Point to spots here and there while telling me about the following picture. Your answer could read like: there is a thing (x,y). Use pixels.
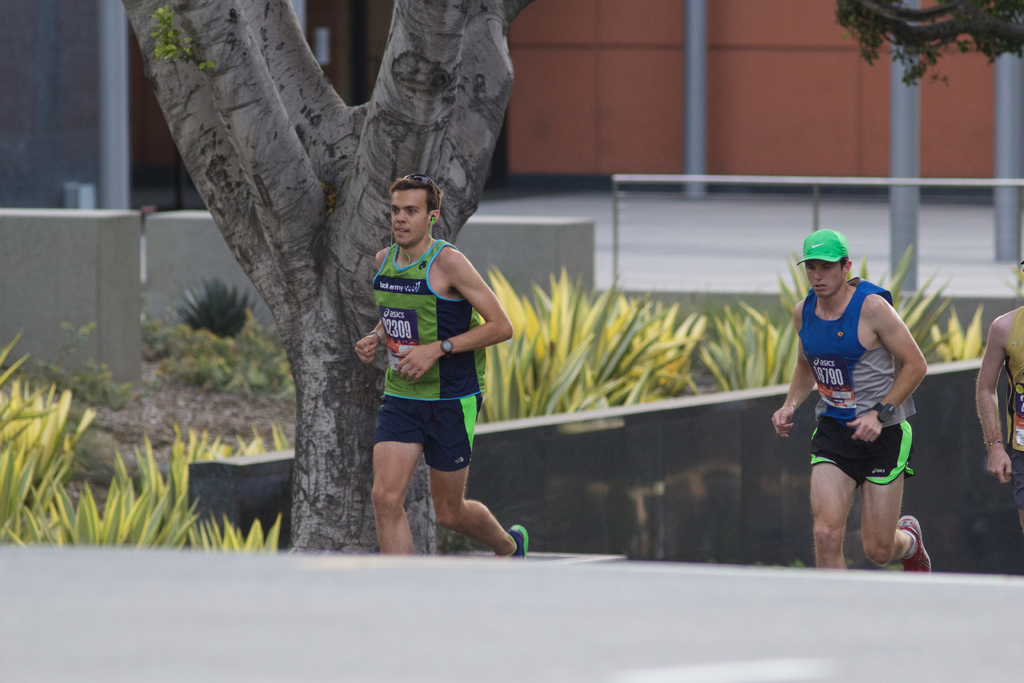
In this image I can see there are few persons (376,508) jogging and they are wearing sleeveless shirts (422,333) and shorts (463,414), the person (847,308) at right (847,296) is wearing a cap (805,263). There are plants (243,351) and there is a building (524,94) in the backdrop (957,86).
